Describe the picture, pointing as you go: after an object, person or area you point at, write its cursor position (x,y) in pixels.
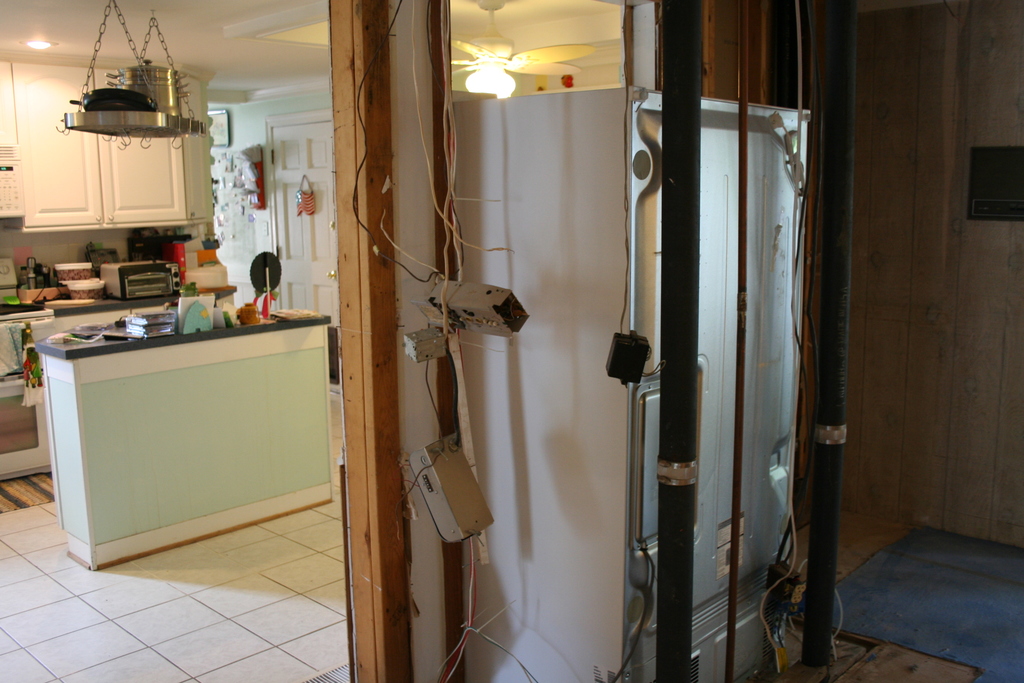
In this image, we can see few boxes (470,479), wires (459,262), white color object (552,334), poles (692,522) and wall (848,481). At the bottom (322,580), there is a floor (171,632), floor mats (954,652). On the left side of the image (201,351), we can see a kitchen platform (123,302), few things (149,315), containers (248,315), machines (134,292) and objects (119,326). Here we can see cupboards (121,181), cooking pots (153,108), door (322,222), some showpieces (260,173). Top of the image (230,56) there is a ceiling (201,24), lights (41,42) and fan (501,64).
